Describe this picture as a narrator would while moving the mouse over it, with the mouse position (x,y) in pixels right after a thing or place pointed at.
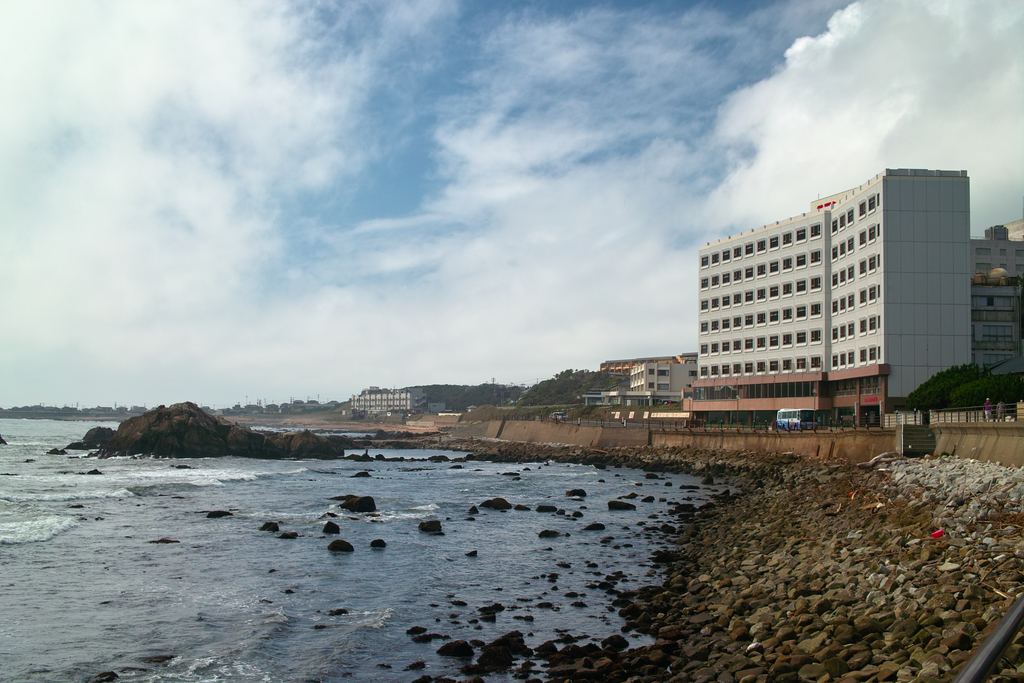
In this image we can see water (436,499). To the right side of the image (742,351) we can see a building (775,367) with windows (745,366), pillars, group of rocks (927,539), a vehicle (786,427) parked on the road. In the background (977,347), we can see a group of buildings (984,326), trees (439,400) and the cloudy sky (344,304).
